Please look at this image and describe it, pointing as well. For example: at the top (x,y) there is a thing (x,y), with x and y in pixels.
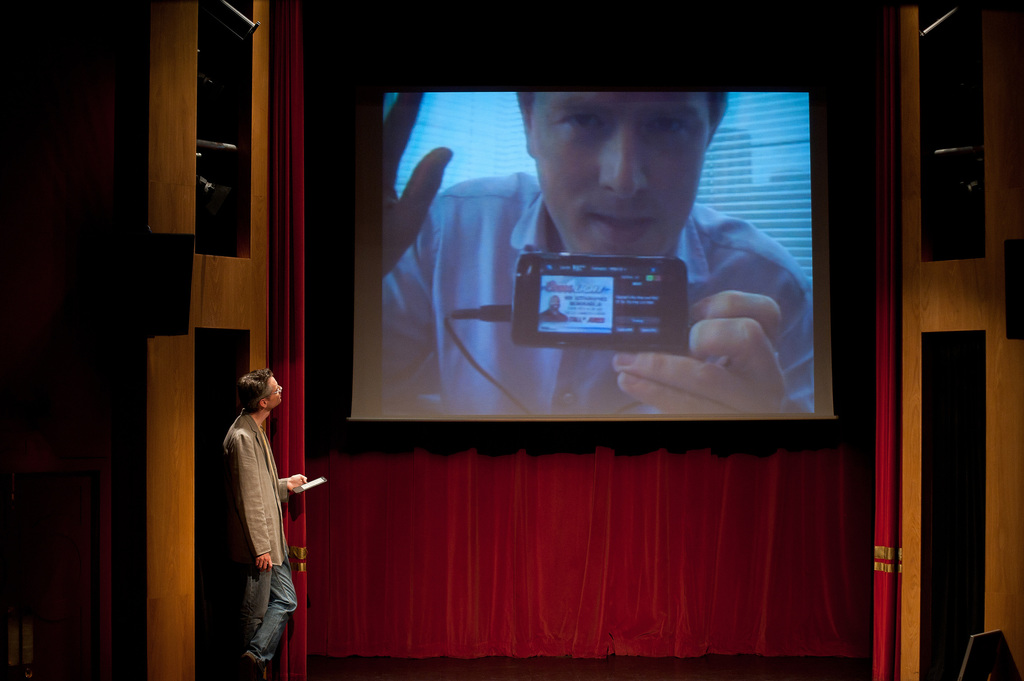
This image consists of a man (259,580). He is holding a device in his hand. In the front (792,442), we can see a screen (563,235) along with a curtain (547,547) in red color. It looks like an auditorium (1005,106).
